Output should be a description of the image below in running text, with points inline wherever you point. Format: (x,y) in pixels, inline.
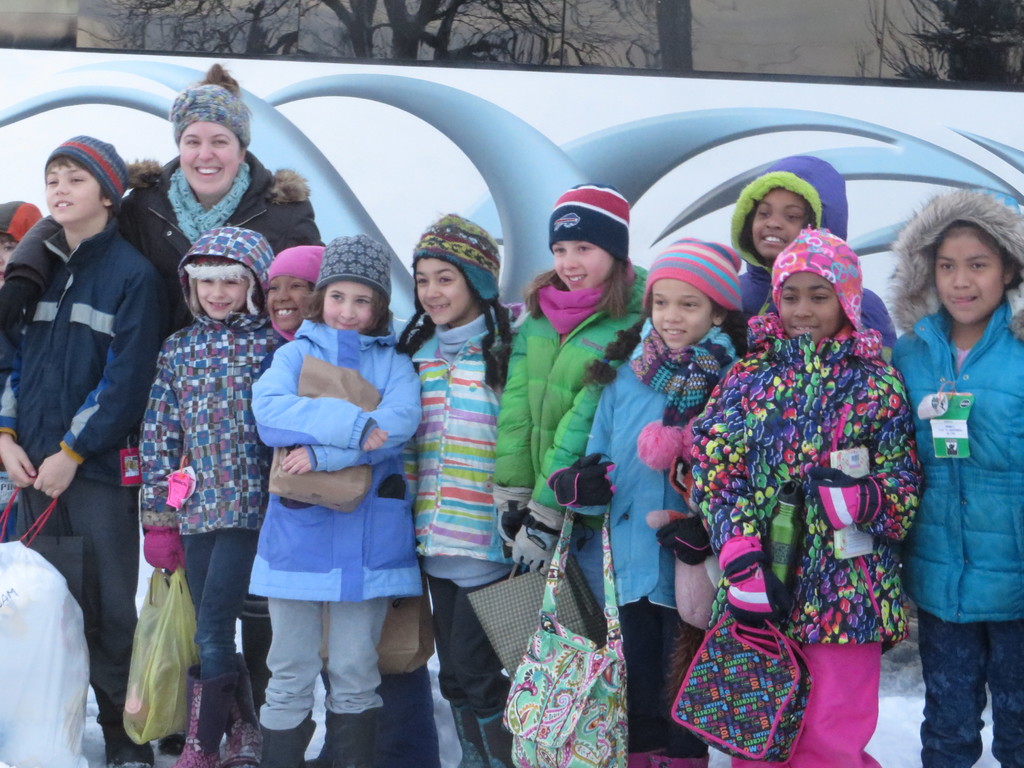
In this image I can see a group of girls (343,271) are standing and smiling, they are wearing coats (494,458) and caps (229,271).
